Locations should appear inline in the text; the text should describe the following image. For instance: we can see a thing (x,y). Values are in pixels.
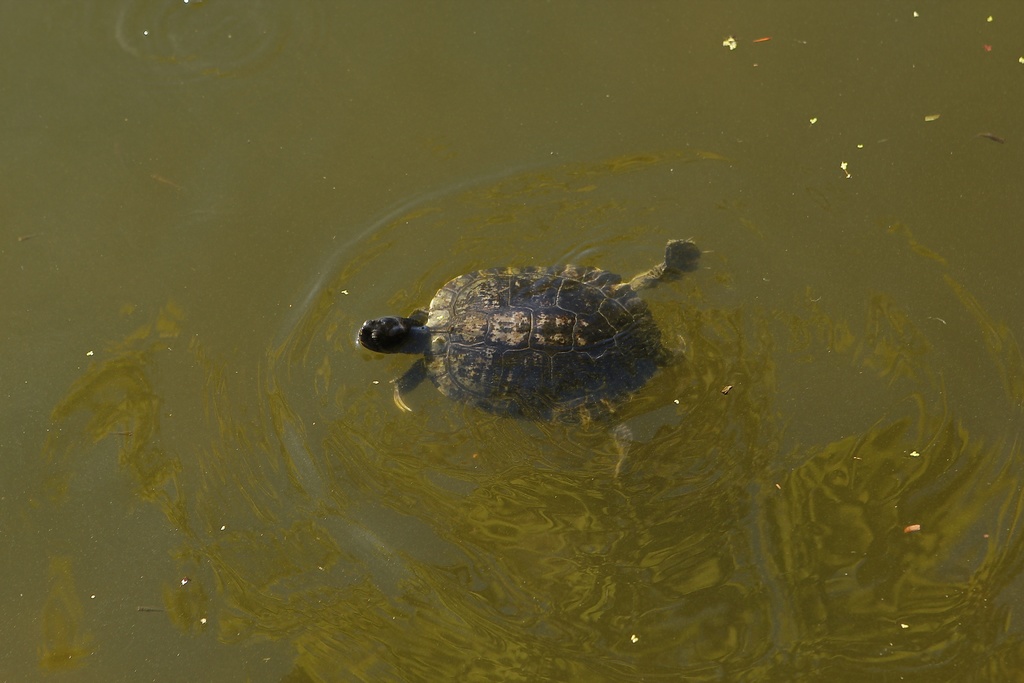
In this image I see a tortoise (437,339) which is in the water (741,15).
